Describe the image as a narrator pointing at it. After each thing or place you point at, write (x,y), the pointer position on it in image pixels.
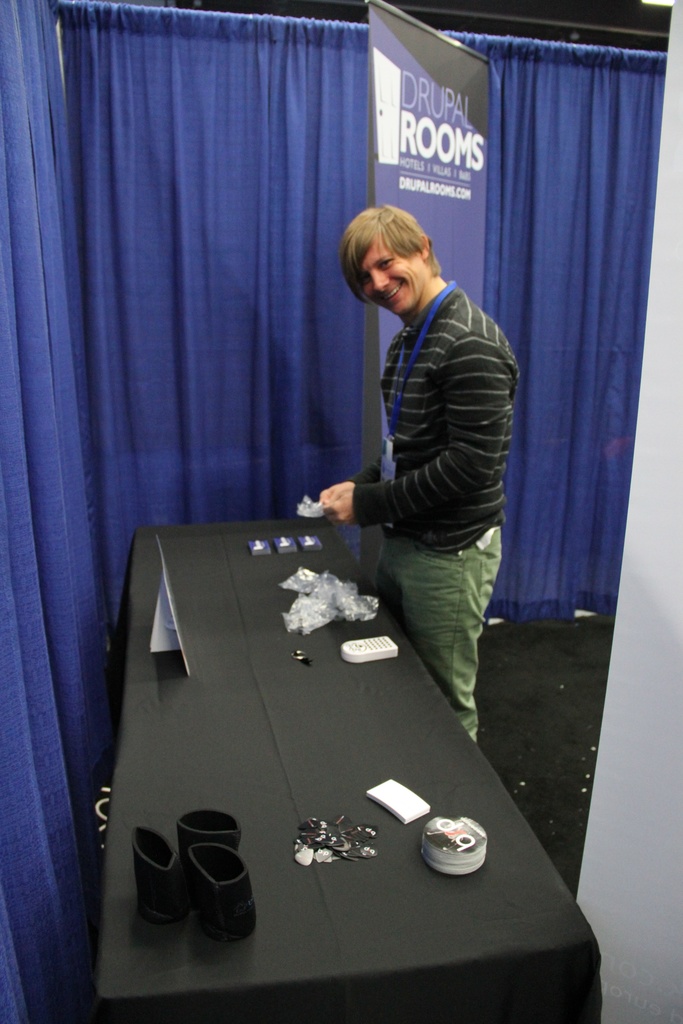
In this picture, we see a man (503,441) in the black T-shirt (471,450) is standing and he is smiling. He is holding something (314,511) in his hands (352,499). In front of him, we see a black table (300,718) on which a name board (156,643), black color objects (207,825), plastic covers (314,615), white color objects (388,638) and some other objects (357,652) are placed. On the right side (603,753), we see a projector screen (647,727). Beside him, we see a banner (422,126) or a board (446,208) in blue and black color with some text (428,102) written on it. In the background (155,301), we see a sheet (124,196) or a curtain (182,204) in blue color.
